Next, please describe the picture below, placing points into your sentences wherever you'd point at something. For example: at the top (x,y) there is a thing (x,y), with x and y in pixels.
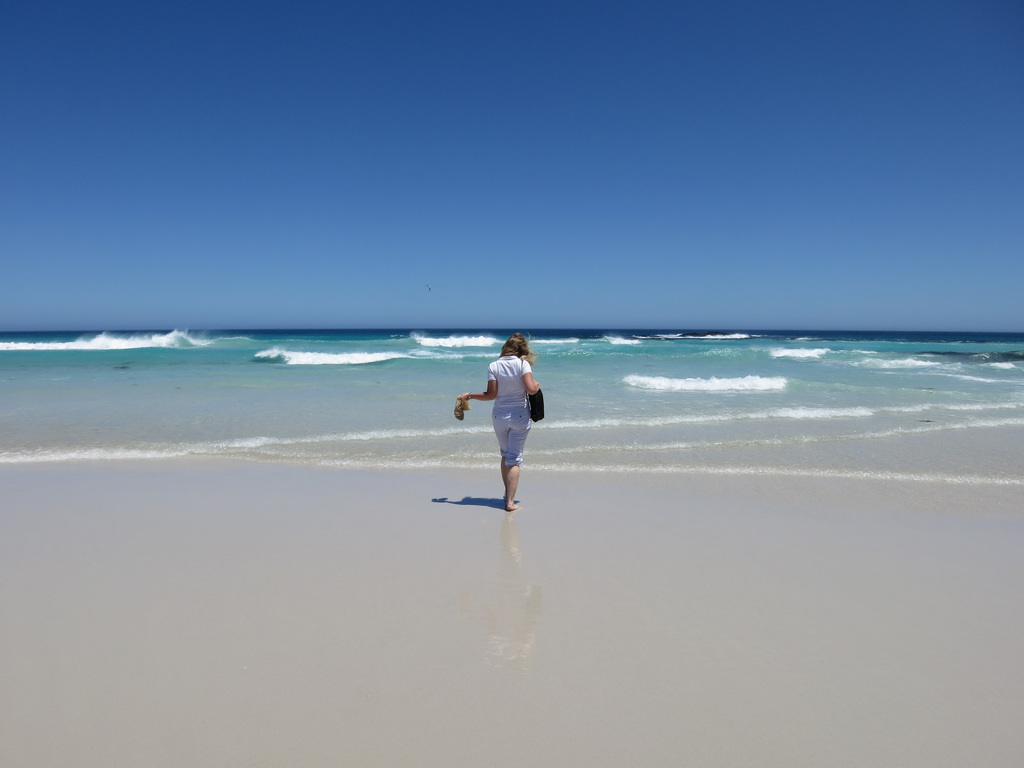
In this image I can see a woman (520,400). I can see the water waves (297,349). At the top (440,151) I can see the sky (439,164).
